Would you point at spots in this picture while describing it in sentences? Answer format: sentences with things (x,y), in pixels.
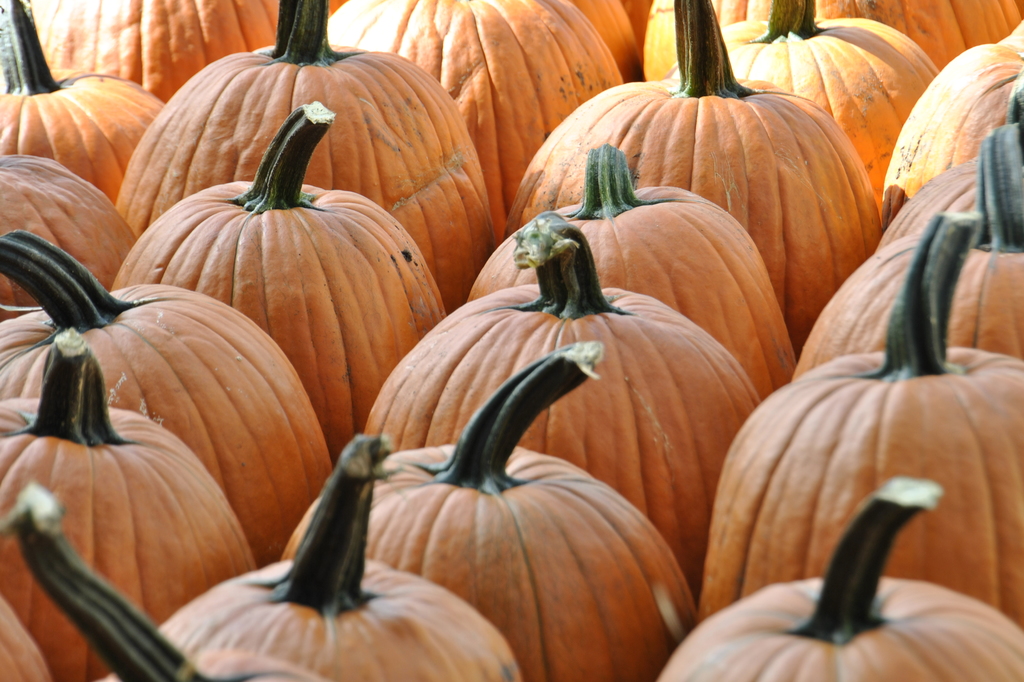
There are many Pumpkins (497,263) which are in orange color.
